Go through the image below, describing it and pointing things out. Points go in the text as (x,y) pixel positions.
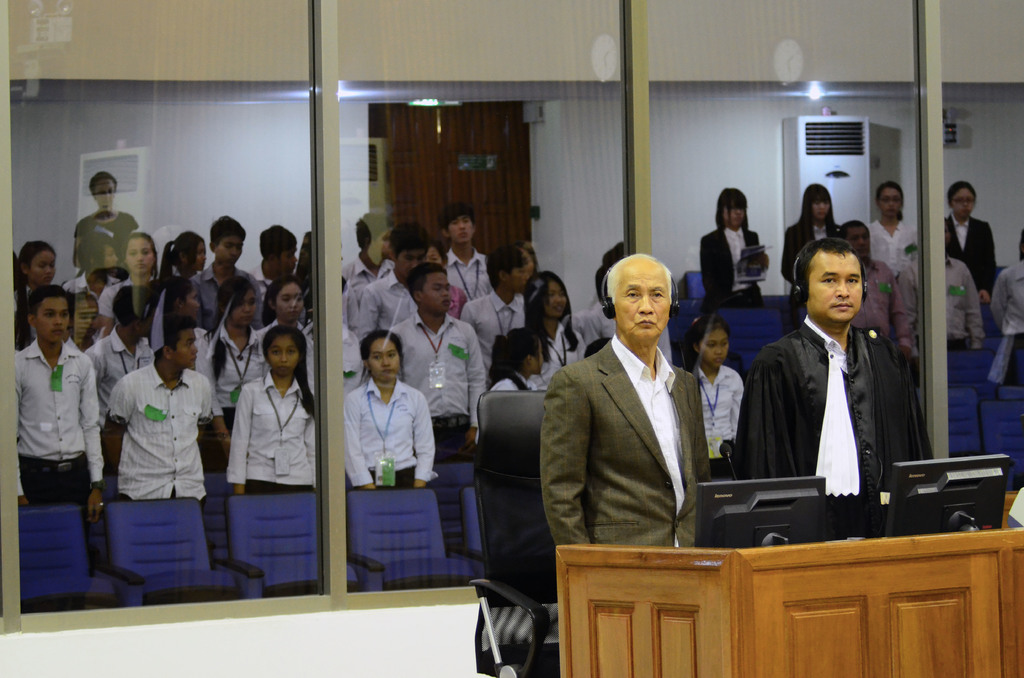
In this image I see number of people (277,417) who are standing and I see the chairs (694,296) which are of blue and black in color and I see the monitors (970,525) over here and I see the table (660,553) over here and I see the transparent glasses (531,117). In the background (655,102) I see the wall (50,166) and an electronic device (788,168) over here and I see the lights (420,106).
